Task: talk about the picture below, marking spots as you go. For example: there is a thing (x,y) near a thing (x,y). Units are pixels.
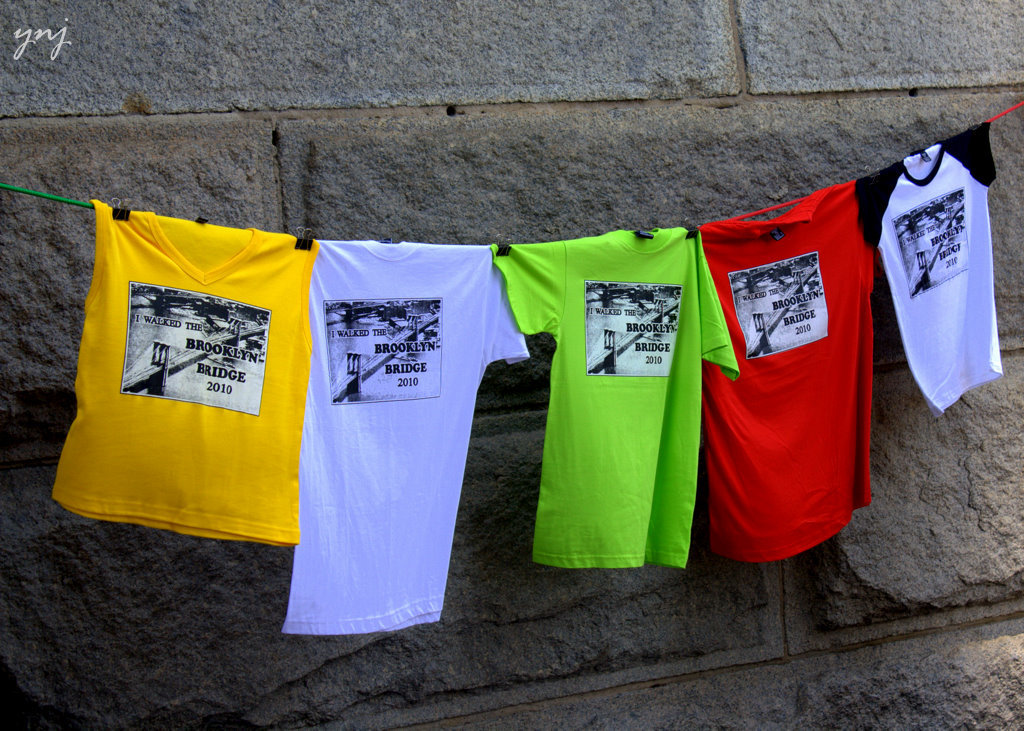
In the center of the picture (484,351) there are t-shirt (203,221) on a rope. The t-shirts (576,296) are of different colors. In the background (991,555) there is a wall (440,197).
